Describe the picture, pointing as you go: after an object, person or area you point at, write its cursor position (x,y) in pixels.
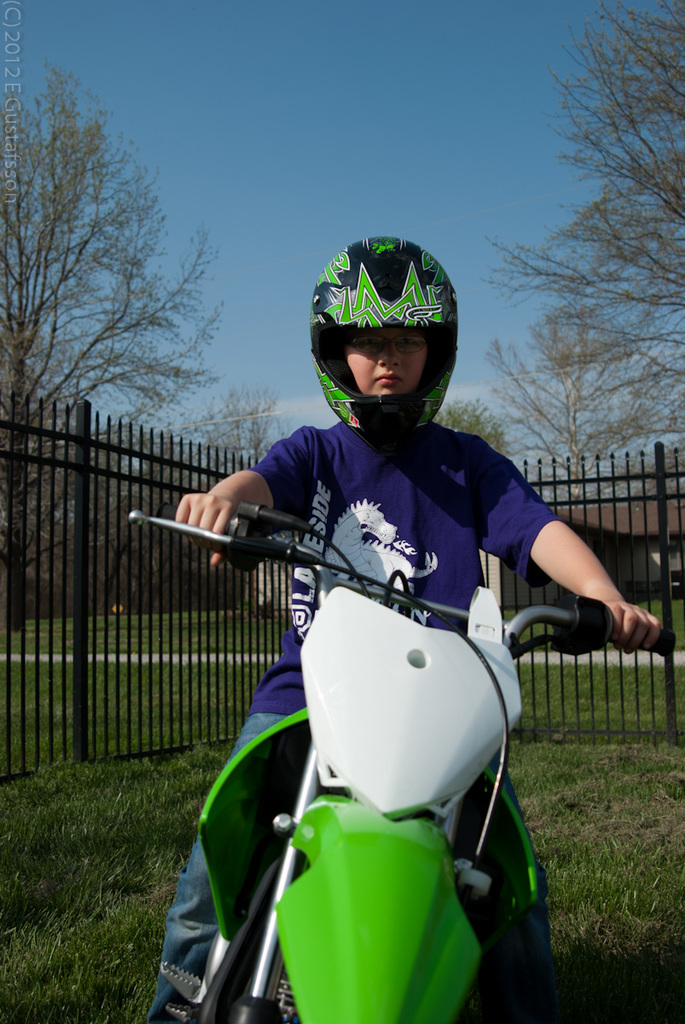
In this picture we can see a person (372,392) wearing a helmet (376,317) and a spectacle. This person (402,559) is sitting on a vehicle (386,998). Some grass (41,755) is visible on the ground (75,884). There is some fencing (26,471) visible from left to right. We can see a few trees (18,489) in the background (34,297). Sky (396,190) is blue in color.
